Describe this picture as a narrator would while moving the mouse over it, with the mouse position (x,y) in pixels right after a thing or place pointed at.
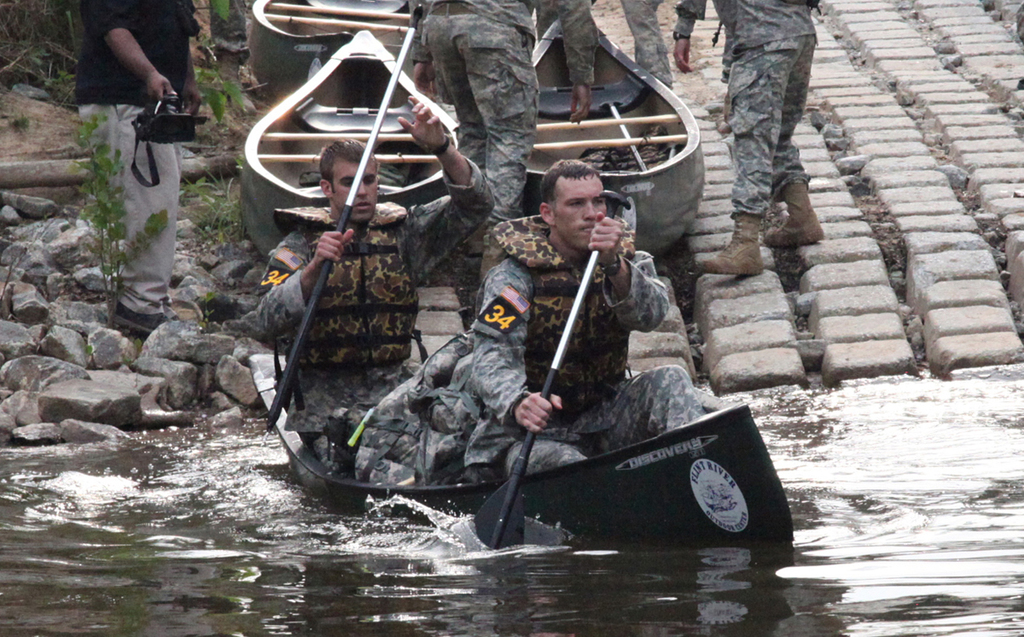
In this image there are boats (315,114), there are plants (103,172), there are stones (65,341), there are bricks (910,245), there is the river (823,414), there are two persons (487,446) rowing the boat (565,488), there are persons (500,46) truncated, there is a person (146,43) holding a video camera (164,130).
